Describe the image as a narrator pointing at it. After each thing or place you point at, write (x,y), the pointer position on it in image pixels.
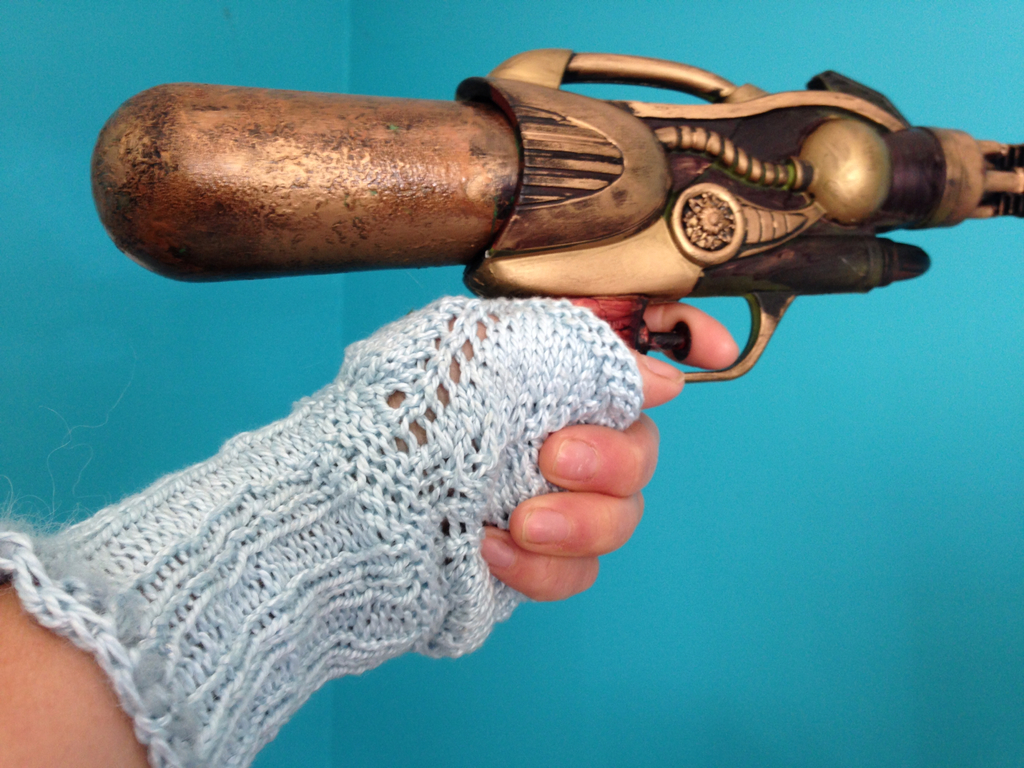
In this picture there is a gun (969,179) in the center of the image (362,262) and there is a hand (578,477) on the left side of the image (234,620).
